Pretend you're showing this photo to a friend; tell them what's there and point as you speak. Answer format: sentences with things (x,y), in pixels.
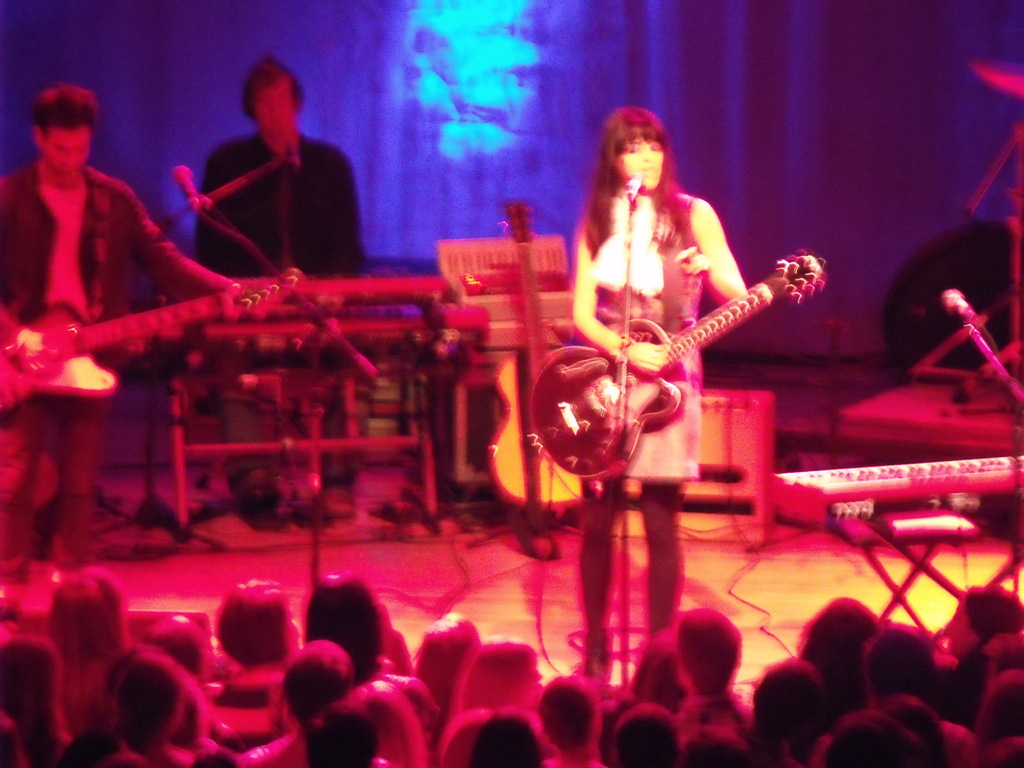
The picture in a musical concert where three people (679,551) are on stage (268,541) and a guy (310,157) in the background (220,186) is playing a piano (377,320) and there are spectators (173,678) viewing them from the floor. The background (788,134) is blue in color.
